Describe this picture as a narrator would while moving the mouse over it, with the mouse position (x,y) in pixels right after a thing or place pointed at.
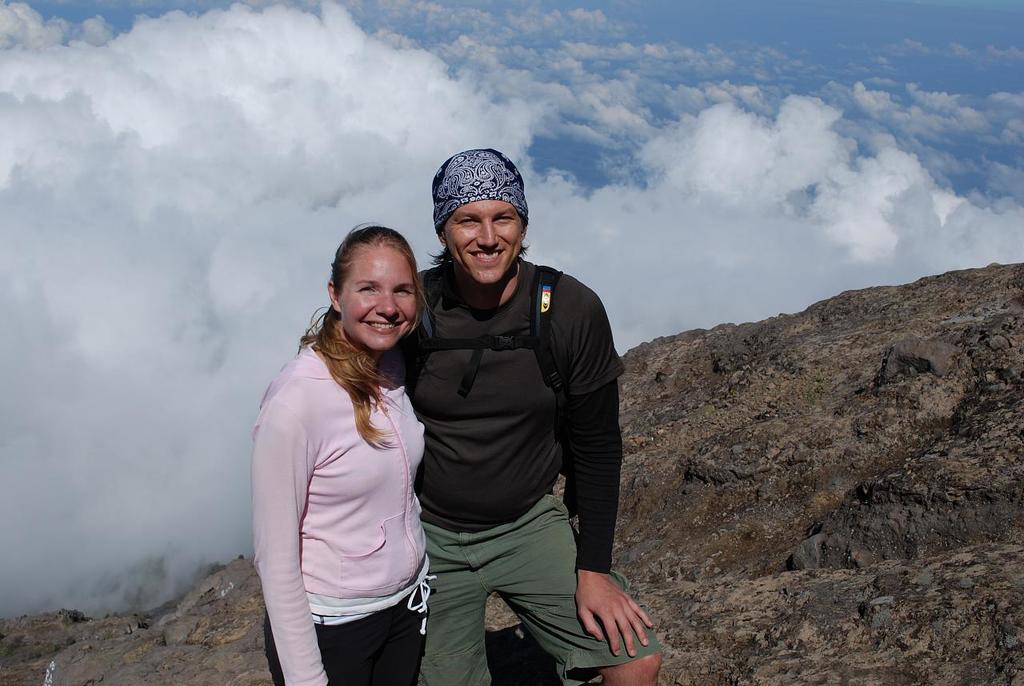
This is completely an outdoor picture. On the background of the picture (483,89) we can see a clear blue sky (845,20) with clouds (207,128). In Front of the picture we can see a man (520,508) and women (357,541) standing and giving a good smile at the camera. These are the mountains (836,505). Man (523,436) is wearing a black shirt (544,393) and a woman (367,483) is wearing a pink coat (359,517). The hair (354,381) colour of the woman (368,390) is brownish golden colour. Man (570,401) wore a cap (488,182) over his head (499,181). He is also wearing a backpack (547,330) which is black in colour, we can see the strap (552,318) of the bag (551,330).
